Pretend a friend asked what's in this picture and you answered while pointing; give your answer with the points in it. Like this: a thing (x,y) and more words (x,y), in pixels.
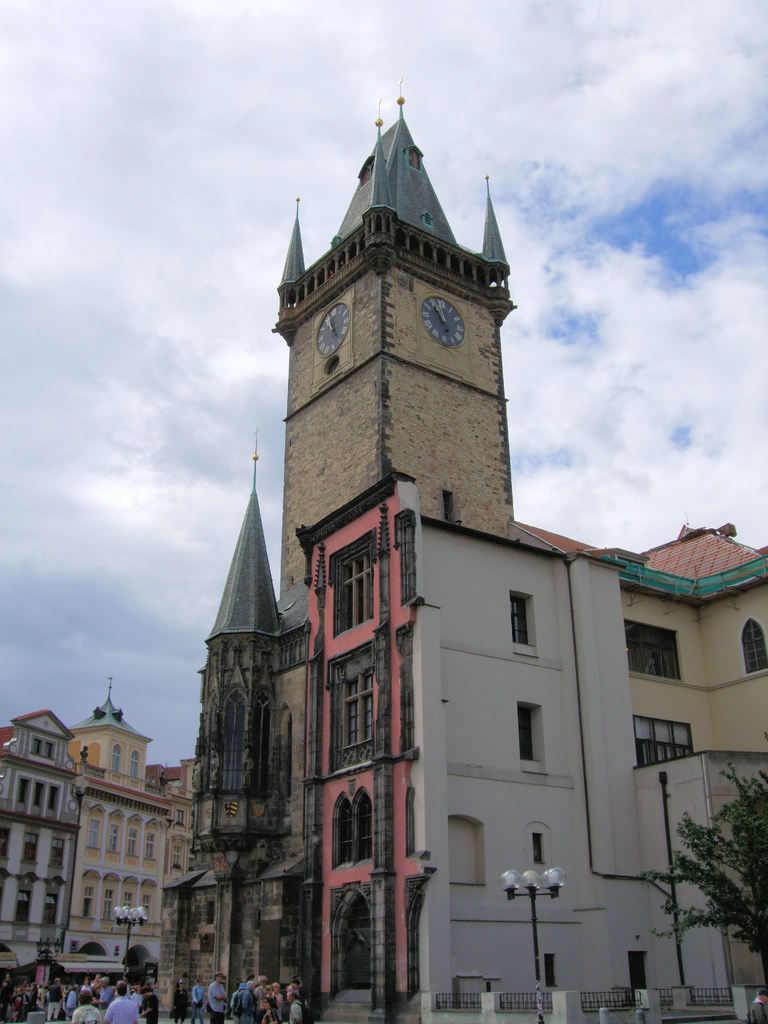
In the image we can see there are people (48,993) standing on the ground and there are street light poles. There are trees (766,873), behind there are buildings (396,591) and there is a clock tower building (440,398). There is a cloudy sky (78,720).
